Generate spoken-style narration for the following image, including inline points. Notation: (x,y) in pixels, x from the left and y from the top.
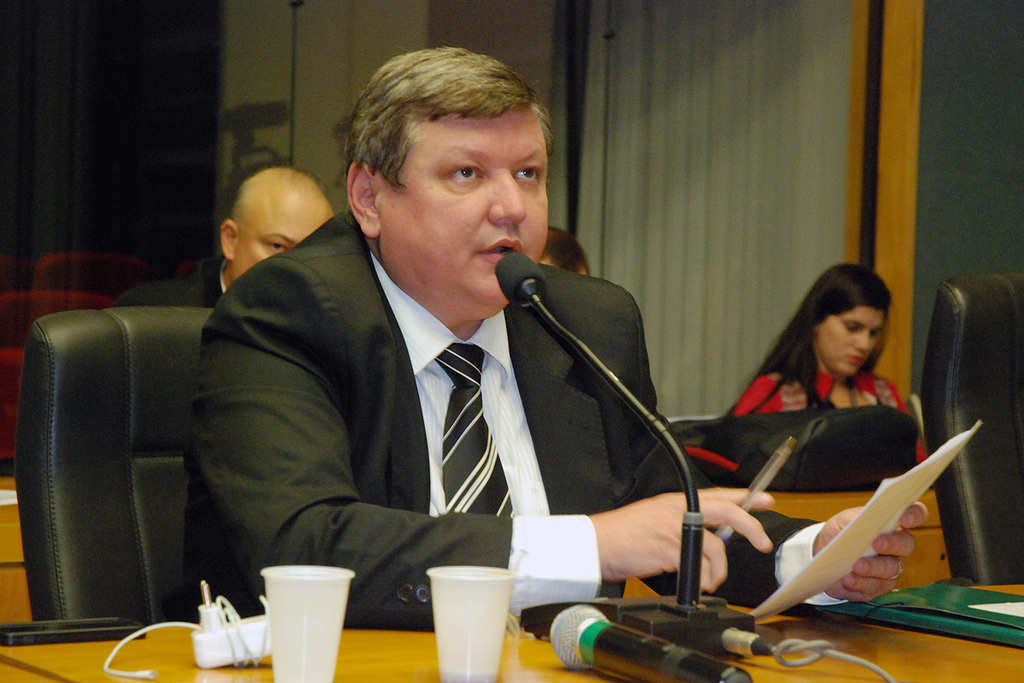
This image is taken indoors. In the background (203,174) there is a wall (258,111) with a window (848,157) and there is a curtain (703,173). Three people (813,378) are sitting on the chairs (114,356). On the right side of the image (955,384) there is an empty chair (987,429). In the middle of the image (361,383) a man (311,370) is sitting on the chair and he is holding a pen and papers (848,541) in his hands (904,546). At the bottom of the image (845,670) there is a table (909,653) with a file (937,601), mics (647,645), glasses (460,654) and a few things (232,652) on it.
